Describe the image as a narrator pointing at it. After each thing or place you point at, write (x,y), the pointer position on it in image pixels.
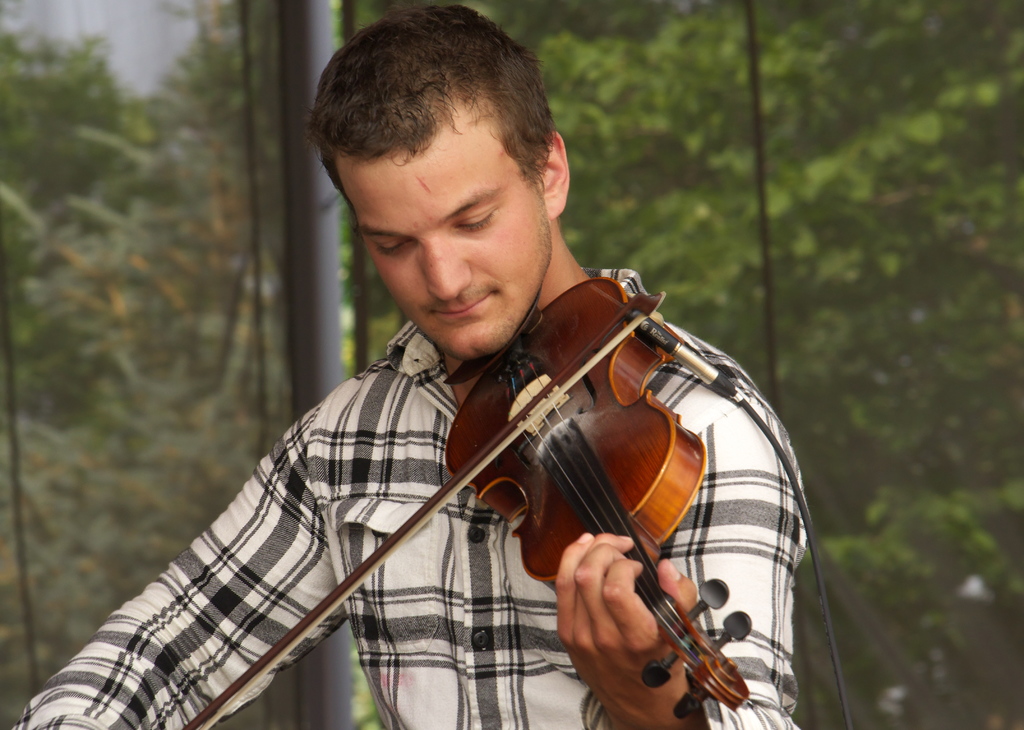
This is the picture of a man (495,563) wearing white and black shirt (738,502) is holding a violin (510,354) and playing it and behind him there are some trees (944,95).
